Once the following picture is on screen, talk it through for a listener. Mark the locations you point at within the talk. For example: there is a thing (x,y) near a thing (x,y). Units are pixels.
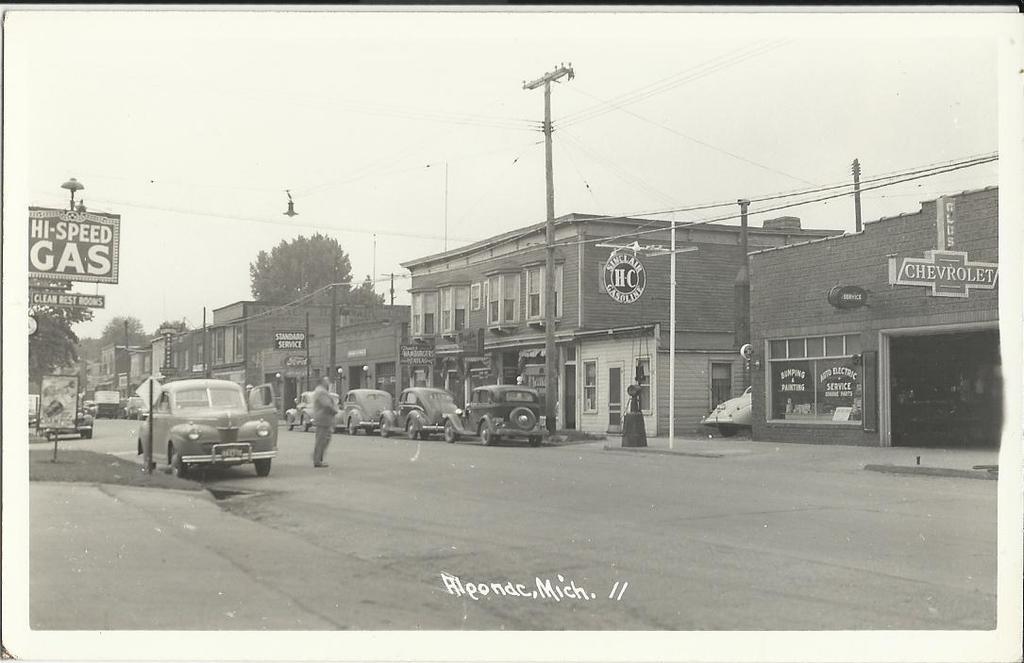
In this picture I can see the road (392,537) in front (339,454) and in the middle of this picture (397,372) I see number of buildings (480,305), trees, poles (71,204), wires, cars (186,398) and I see a person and I see number of boards (92,276) on which there is something written. In the background (900,135) I see the sky (733,128) and I see that this is a black and white picture.
